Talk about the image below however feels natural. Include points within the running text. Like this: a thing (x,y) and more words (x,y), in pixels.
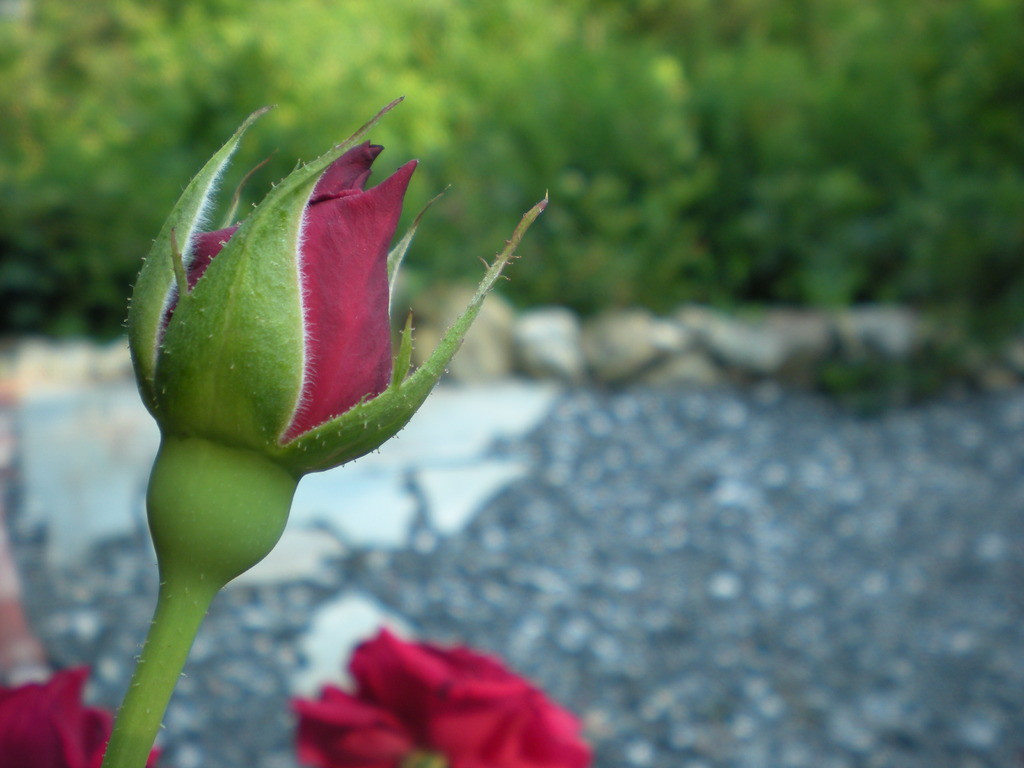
In the center of the image (352,344) we can see flowers (99,734), which are in red color. In the background (393,463), we can see trees (455,51), stones (1000,461) and a few other objects (368,501).
